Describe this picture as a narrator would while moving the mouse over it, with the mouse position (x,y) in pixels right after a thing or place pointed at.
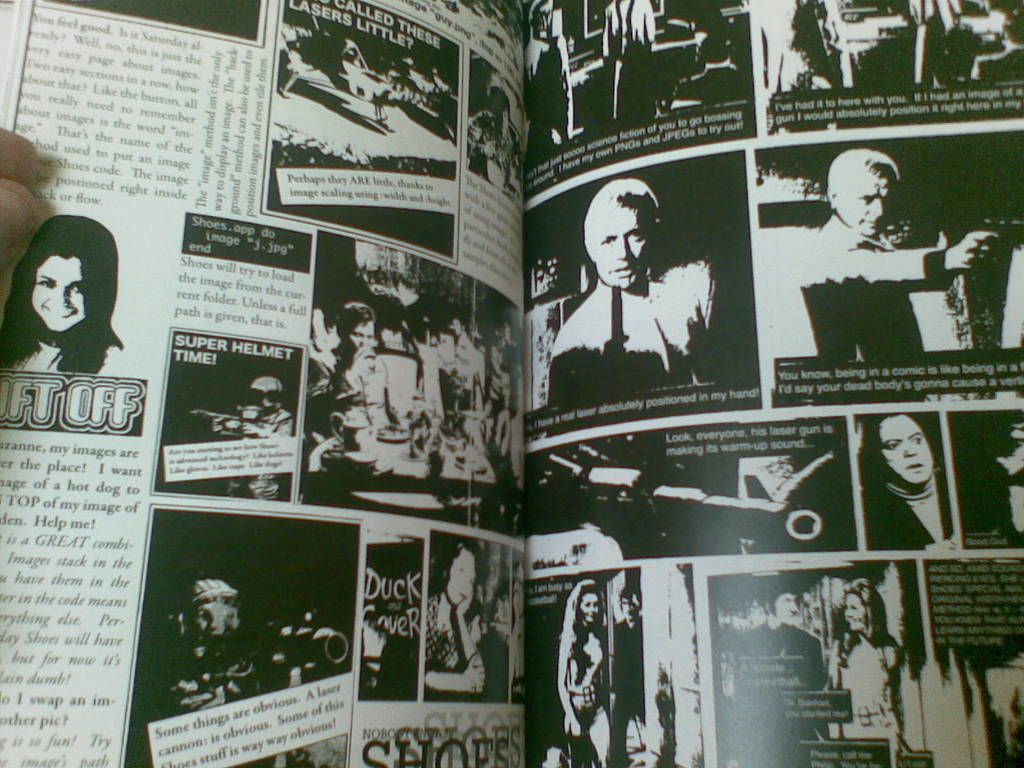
In this picture I can see a human hand (24,156) and a book (246,281) with some text (287,324) and few pictures (501,404).
